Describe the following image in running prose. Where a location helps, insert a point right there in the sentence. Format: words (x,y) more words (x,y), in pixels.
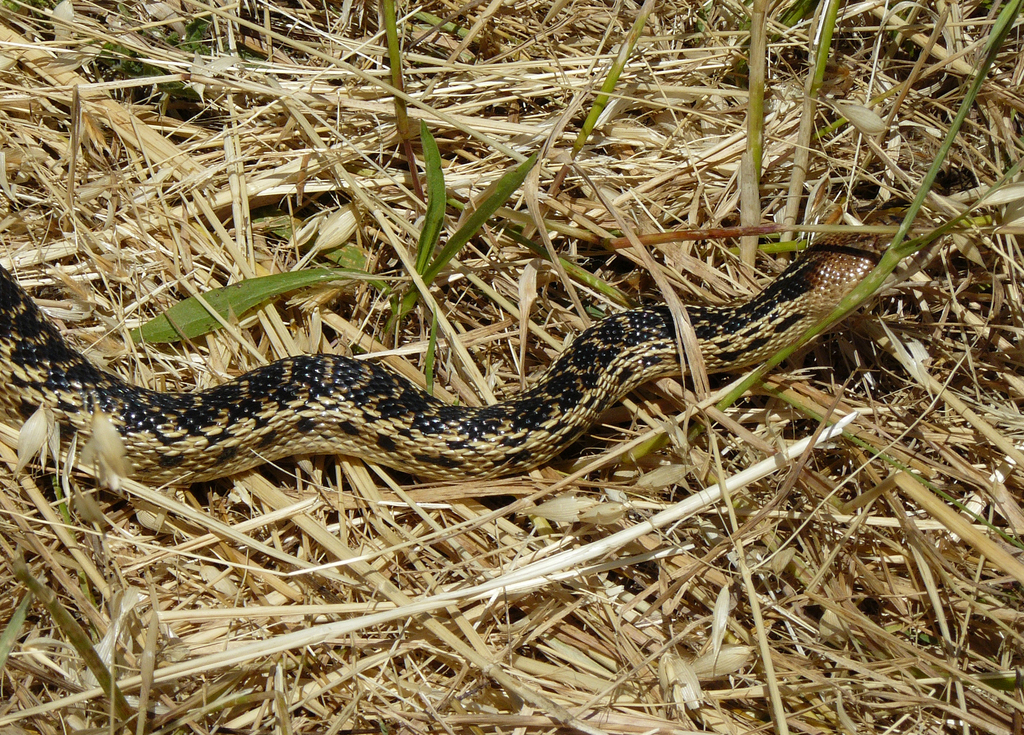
In this image, I can see a snake (525,434) on grass (530,340). This picture taken, maybe in a farm (299,464).
